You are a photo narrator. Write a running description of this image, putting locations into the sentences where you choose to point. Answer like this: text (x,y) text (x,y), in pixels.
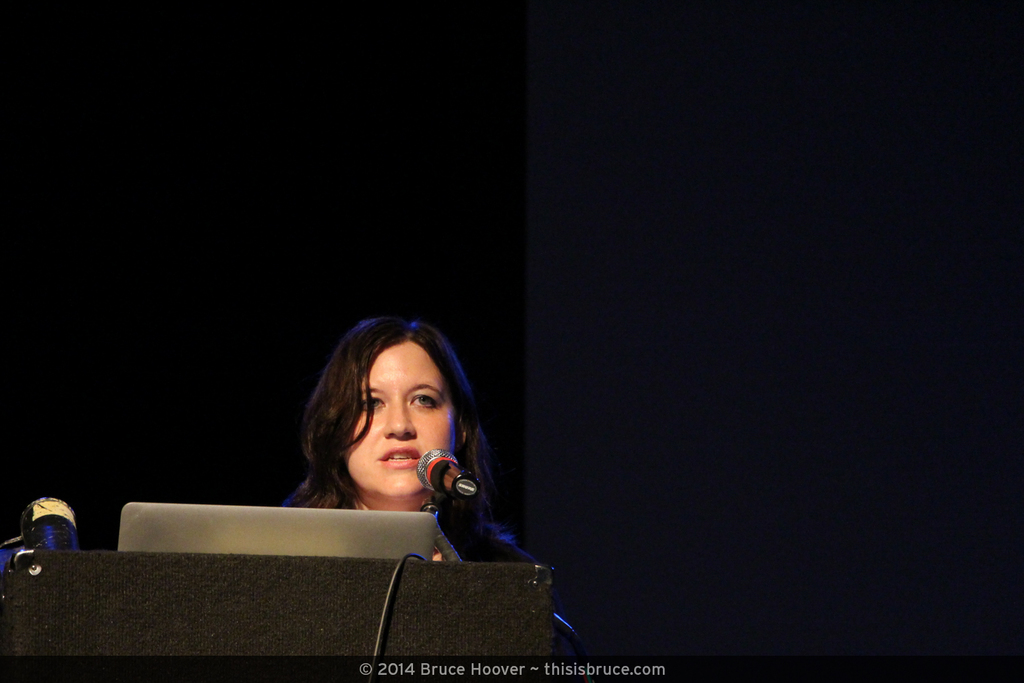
As we can see in the image there is a laptop (298,540), mic (440,472) and a woman (404,435) standing over here. The image is little dark.
